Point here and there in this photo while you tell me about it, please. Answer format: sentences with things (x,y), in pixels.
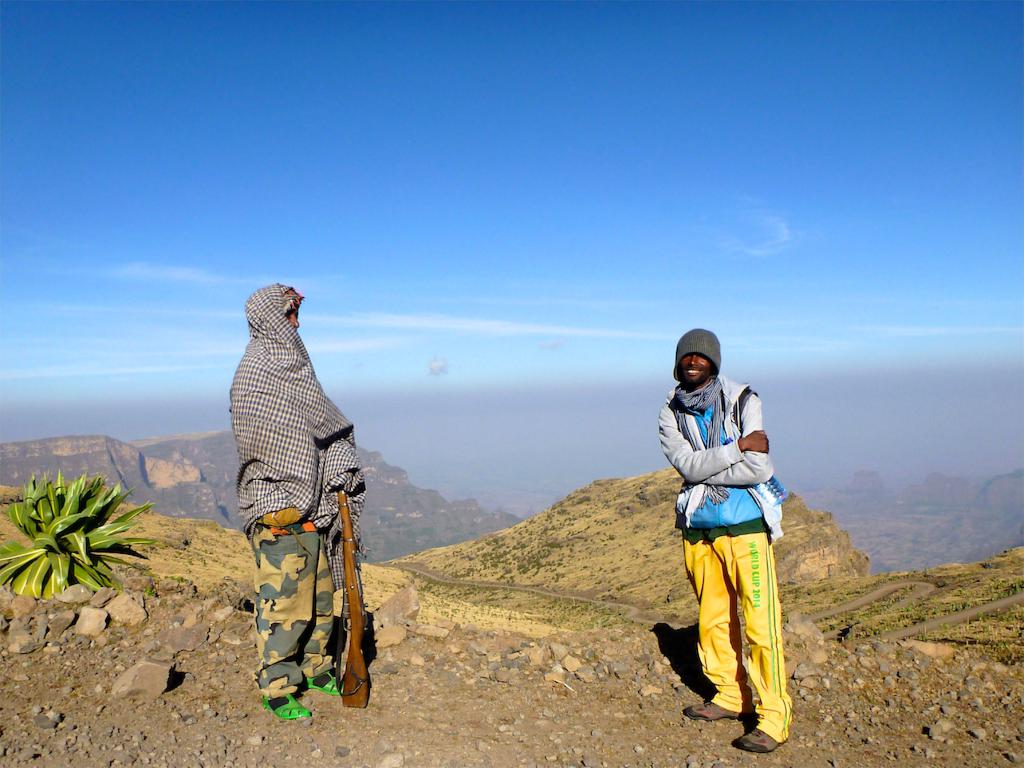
In this image in front (771,559) there are two people (342,429). On the left side of the image (0,562) there is a plant (104,498). At the bottom of the image (882,715) there are rocks (823,642). In the background of the image (70,458) there are mountains (789,549) and sky (381,147).
